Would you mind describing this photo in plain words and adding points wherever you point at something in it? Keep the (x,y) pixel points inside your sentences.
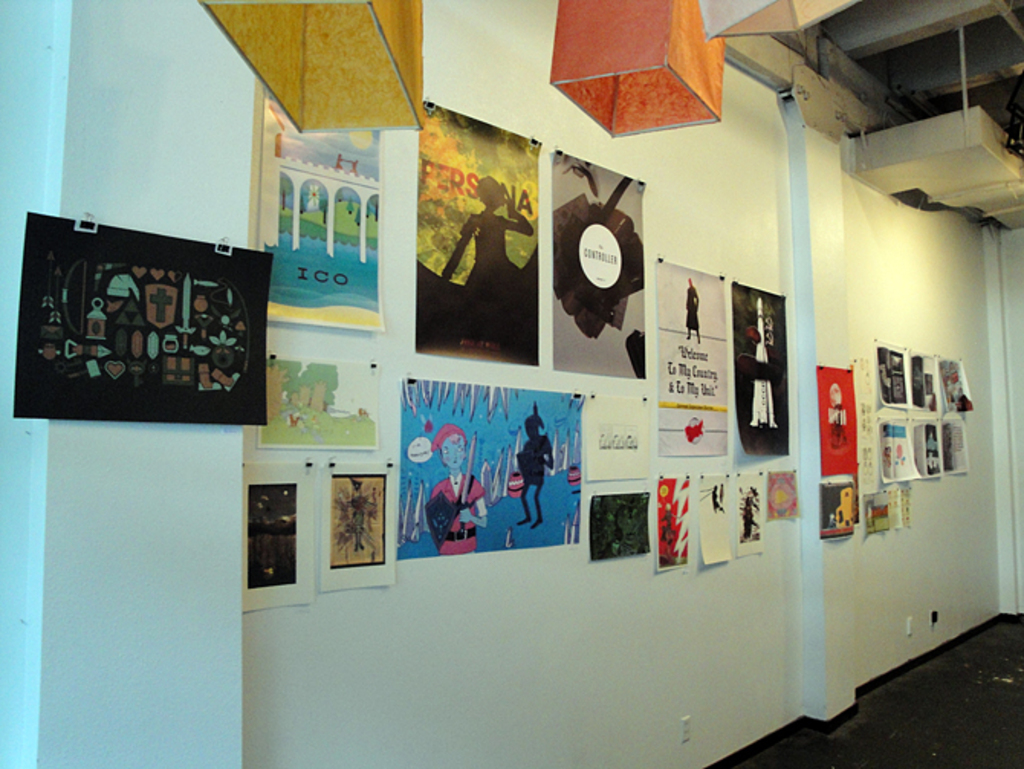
In this picture we can see a floor (948,726), beside this floor (941,701) we can see a wall (955,581) with posters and some objects (769,28).
